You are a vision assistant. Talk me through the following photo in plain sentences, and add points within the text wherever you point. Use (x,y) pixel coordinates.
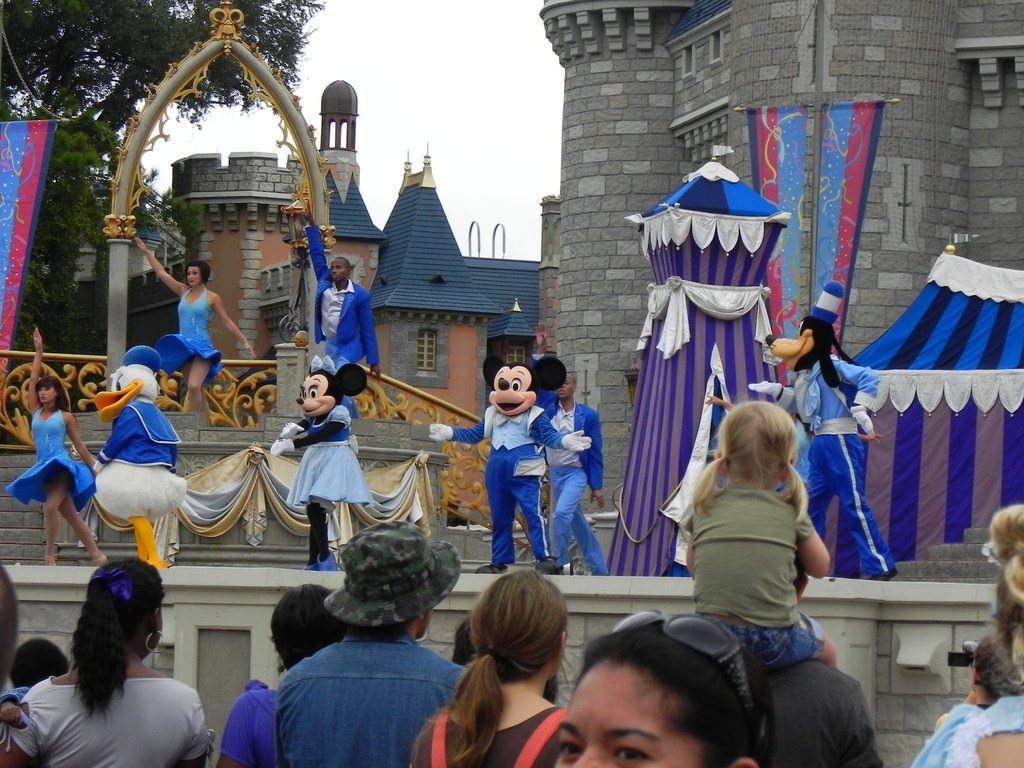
In this image I can see number of persons (353,686) standing, the stage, few persons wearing costumes (170,467) on the stage (185,469), few clothes (921,392), few buildings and few trees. In the background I can see the sky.
